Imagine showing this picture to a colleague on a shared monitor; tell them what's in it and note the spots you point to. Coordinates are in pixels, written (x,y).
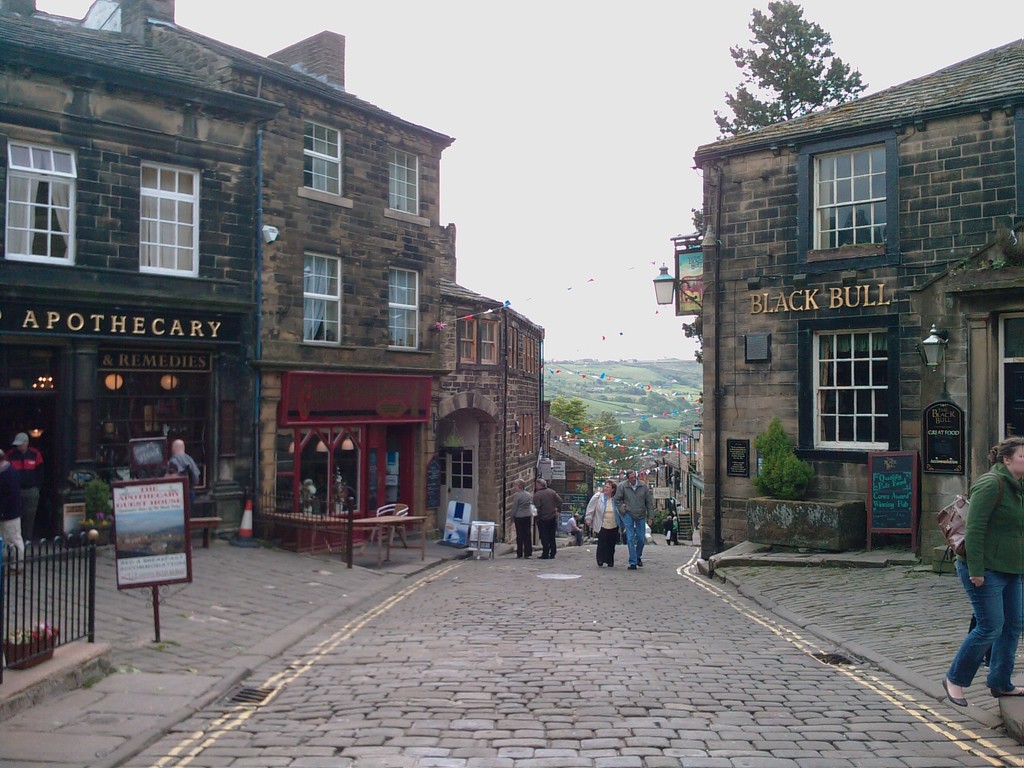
In this picture I can see group of people (554,508) standing, there are boards (698,305), lights (671,303), there are buildings (119,442), there are decorative flags (602,377), there are trees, and in the background (515,281) there is the sky (617,230).
